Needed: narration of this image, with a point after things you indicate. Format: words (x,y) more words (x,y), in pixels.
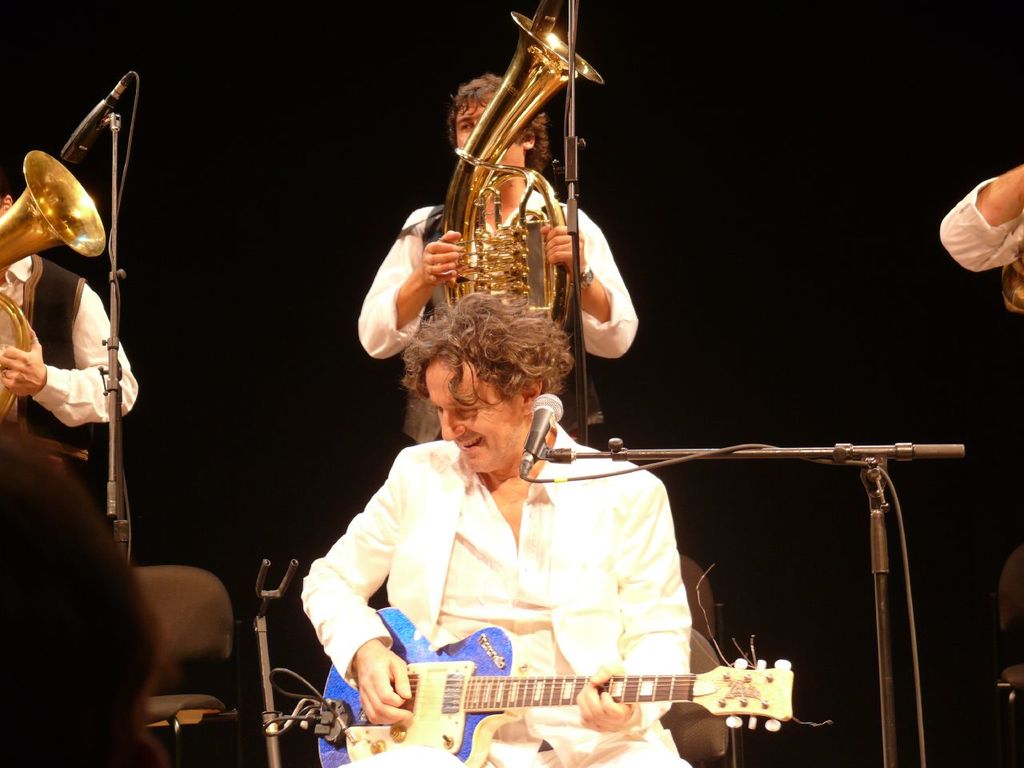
In this image there is a person (554,523) holding a guitar (648,688). Before him there is a mike stand (888,551). Behind him few people (972,220) are standing. They are holding musical instruments (476,209). Left side (120,408) there is a mike stand (120,453). Left bottom there is a chair (173,640). Background (44,88) is in black color.
